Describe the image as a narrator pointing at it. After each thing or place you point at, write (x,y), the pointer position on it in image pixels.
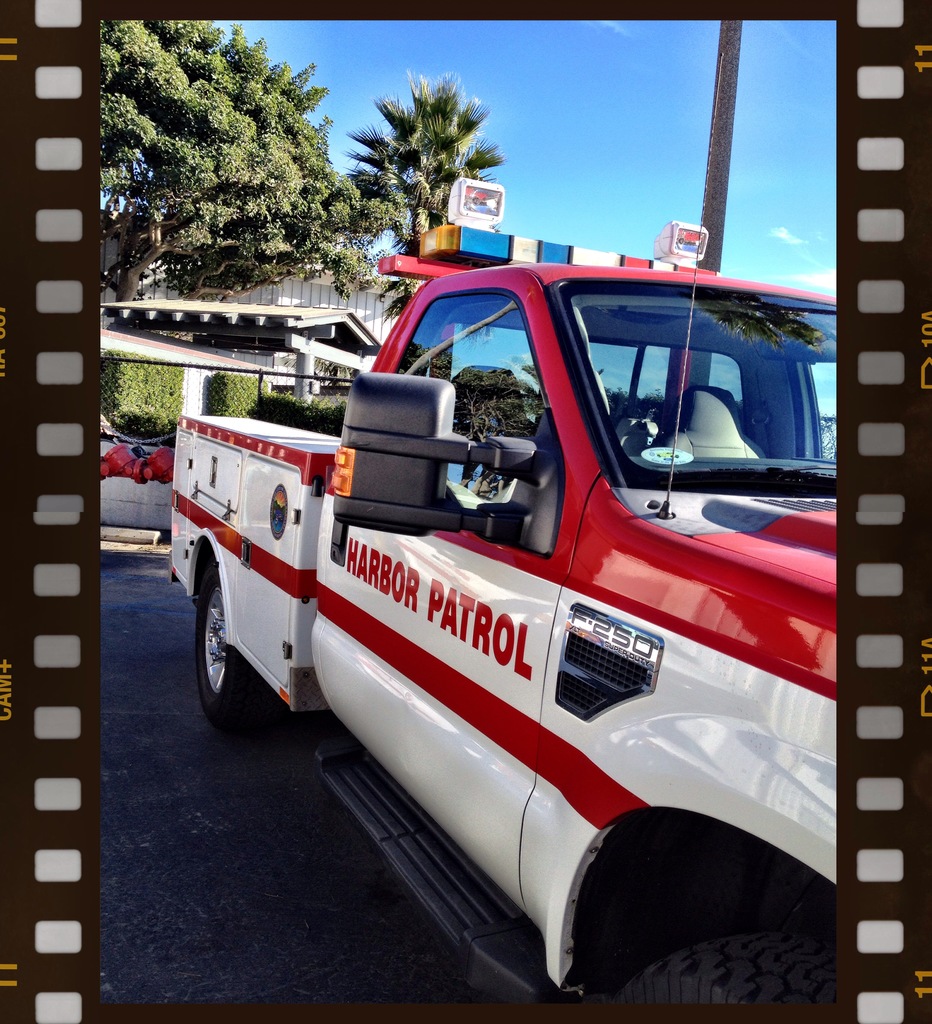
In this image, in the middle (504,454) there is a vehicle (602,693). In the background (313,327) there are trees (370,215), tents (308,358), plants (149,395), wall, road (189,638), poles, sky (680,147) and clouds (816,281).
